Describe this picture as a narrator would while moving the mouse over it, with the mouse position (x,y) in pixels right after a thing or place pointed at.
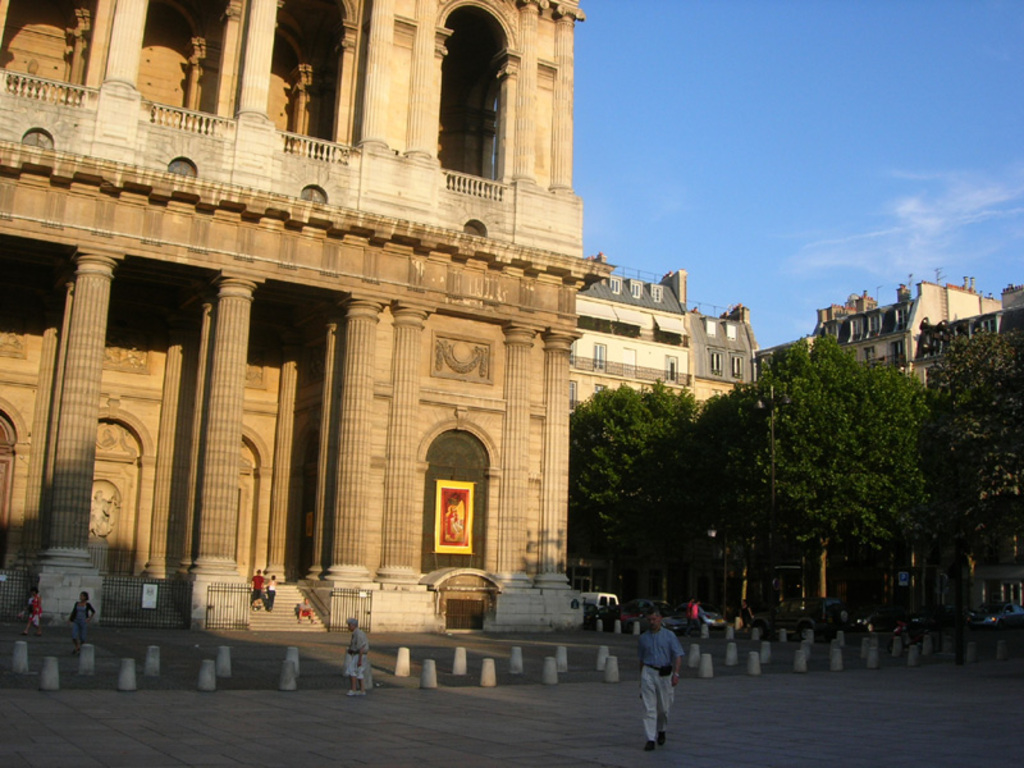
At the bottom of the image (258,608) few people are standing and walking. Behind them there are some trees (962,620) and vehicles (989,617) and buildings (10,386). At the top of the image (990,151) there are some clouds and sky (646,45).
